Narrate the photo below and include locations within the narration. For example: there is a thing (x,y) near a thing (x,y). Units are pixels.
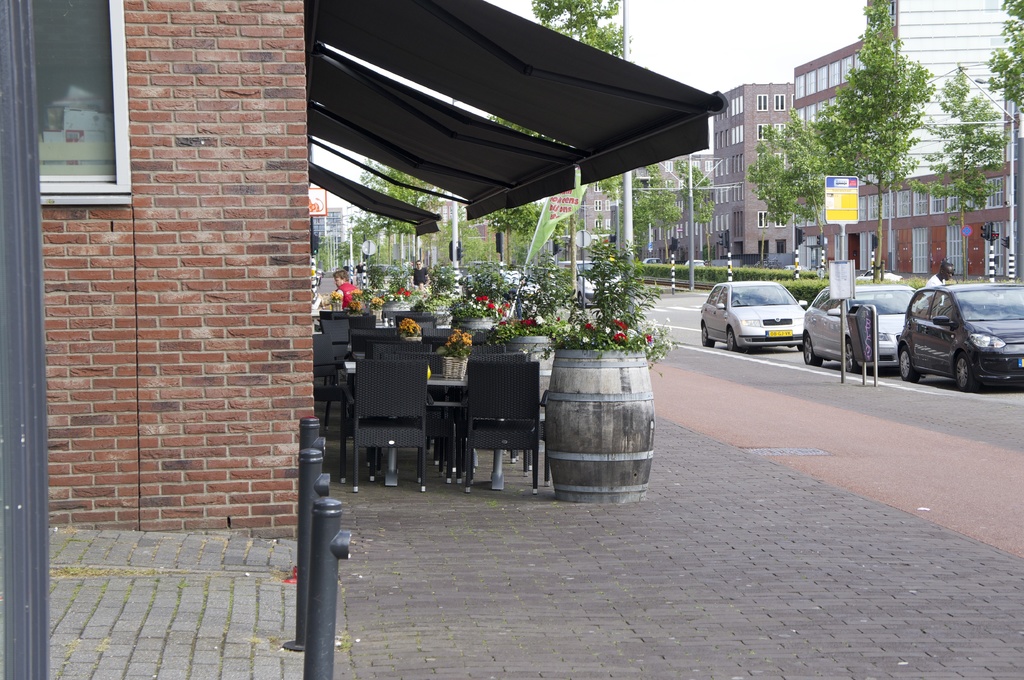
In this image, we can see some vehicles (826,339). We can see some chairs (444,441) and tables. We can see the ground (857,377). There are a few wooden barrels (597,373) with plants (581,345) and flowers (517,329). We can see some poles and buildings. We can also see some grass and the sky (712,58). We can see some boards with text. We can see the shed (682,87).
